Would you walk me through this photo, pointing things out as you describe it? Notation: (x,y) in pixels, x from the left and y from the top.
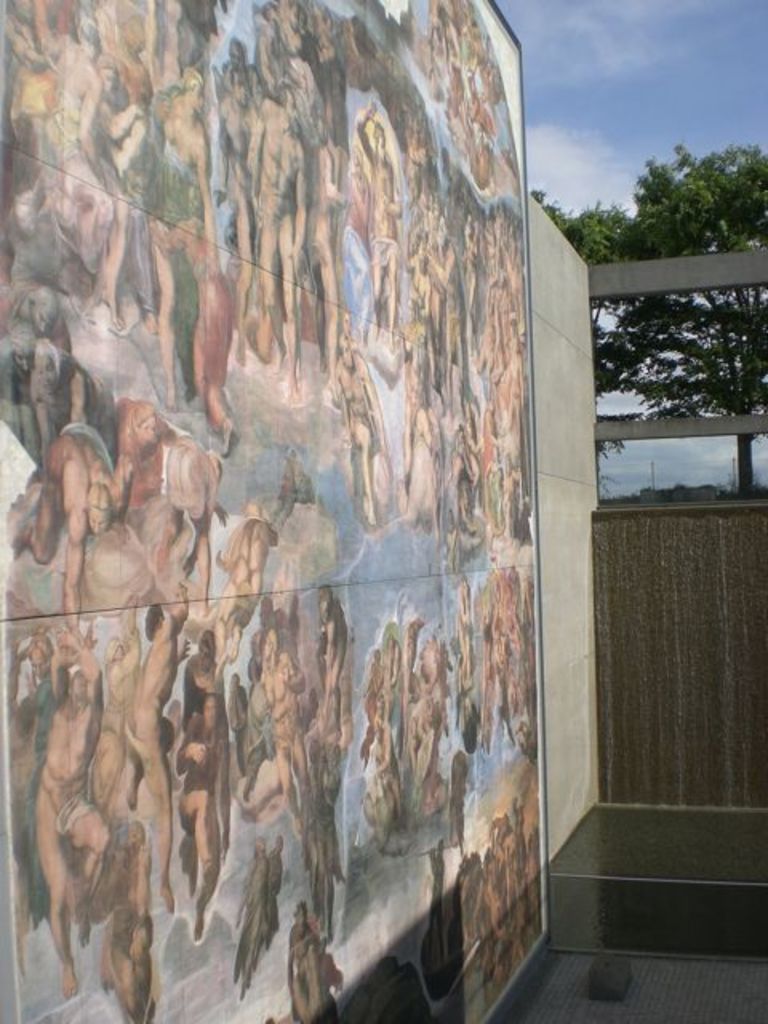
In this image we can see a painting (340,457) is attached to the wall (551,471). Right side of the image (684,638) boundary (684,632) and tree (715,321) is present. The sky (695,65) is in blue color.
